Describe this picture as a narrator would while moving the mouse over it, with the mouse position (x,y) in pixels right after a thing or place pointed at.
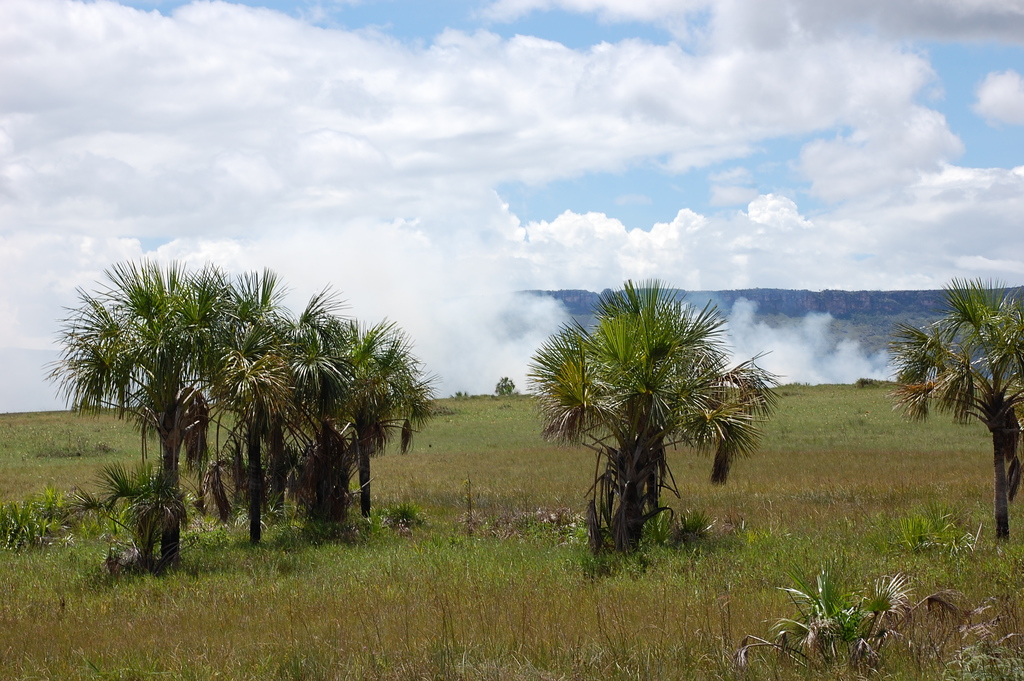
In this image we can see many trees (337,479), there is grass (429,594), there is smoke (420,302), there are mountains (829,290), the sky (538,164) is cloudy.
